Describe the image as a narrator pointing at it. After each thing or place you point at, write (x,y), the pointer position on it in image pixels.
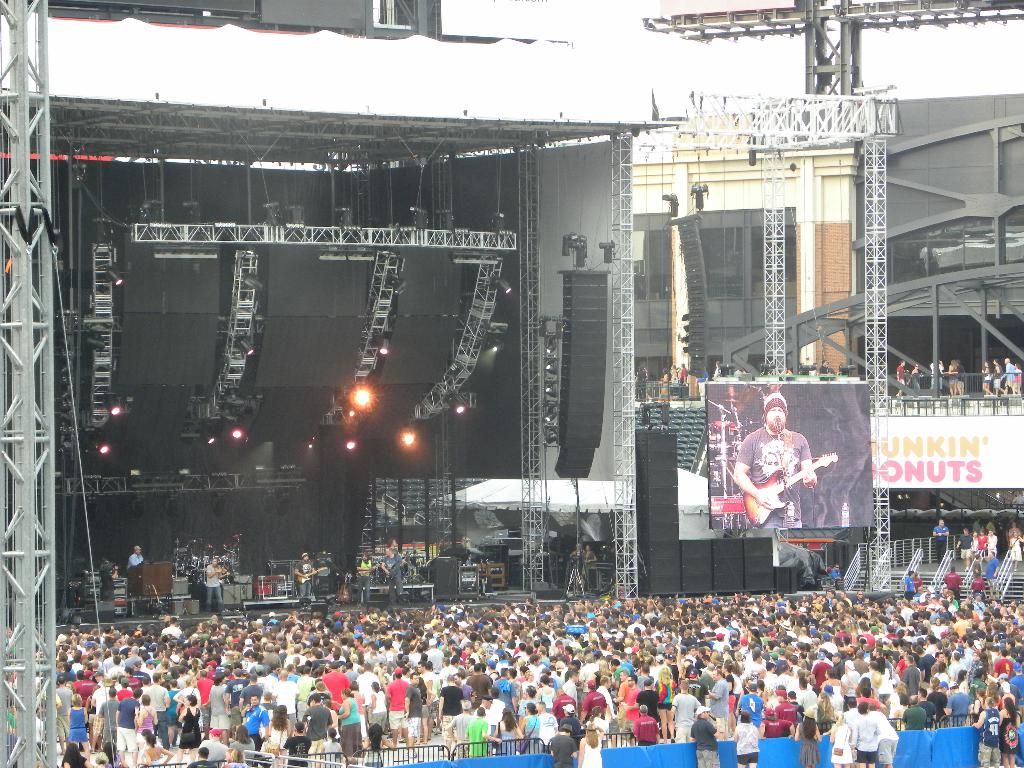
At the bottom of the image (959,743) there are fencing (916,732) with blue posters (792,750). Behind the fencing (966,750) there is a crowd (427,647). In front of the crowd (110,629) there is a stage (337,587) with few people (114,579) and few objects (271,593) on it. Above there is a ceiling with lights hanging to it. And also there is a screen (731,396). There is a bridge (978,395) with few people (988,362) and also there are steps (1015,580) with railings (946,566). Behind the screen (797,474) there are speakers (669,481). In the background (854,216) there is a building (960,510).
